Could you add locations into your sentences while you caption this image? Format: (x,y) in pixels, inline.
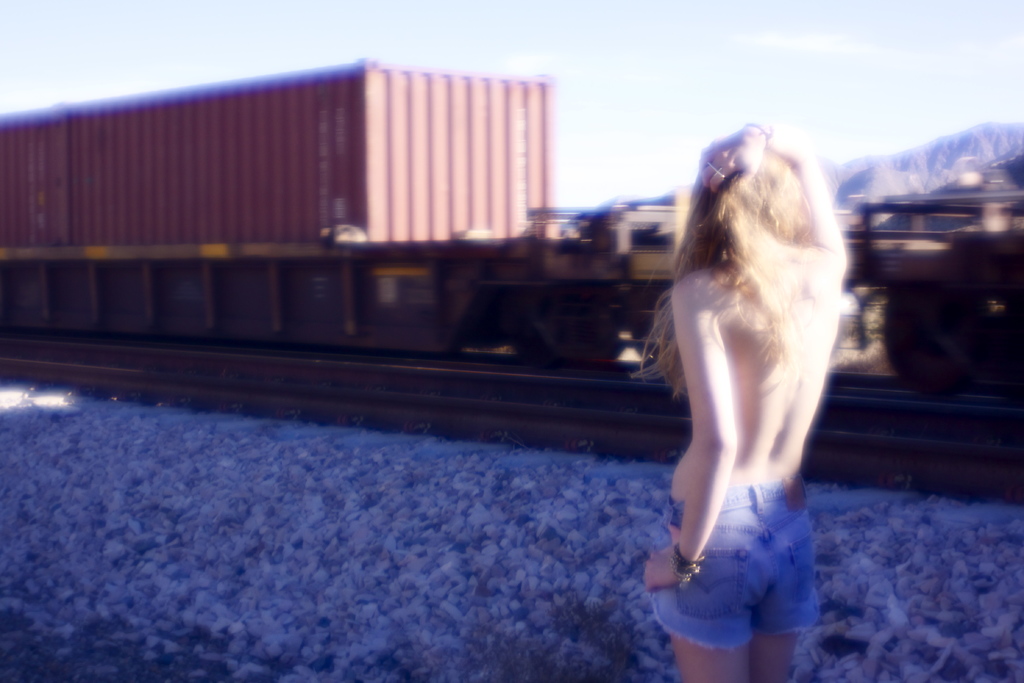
In the picture there is a person (736,469) standing in front of a train (593,323), there are a lot of stones (461,501) in between the person (774,483) and the train (422,257).
